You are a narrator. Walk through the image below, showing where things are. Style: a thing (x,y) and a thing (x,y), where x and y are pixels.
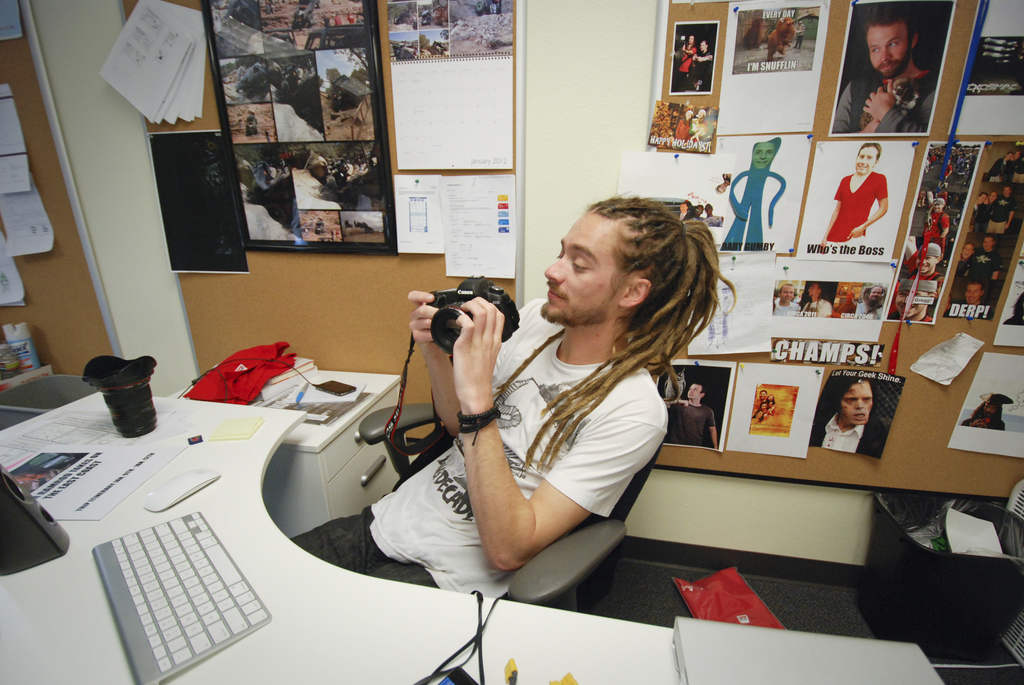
this picture shows a man (635,384) seated and holding a camera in his hand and we see a computer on the table (48,653) and we see some posters (737,49) on the board (726,32).
